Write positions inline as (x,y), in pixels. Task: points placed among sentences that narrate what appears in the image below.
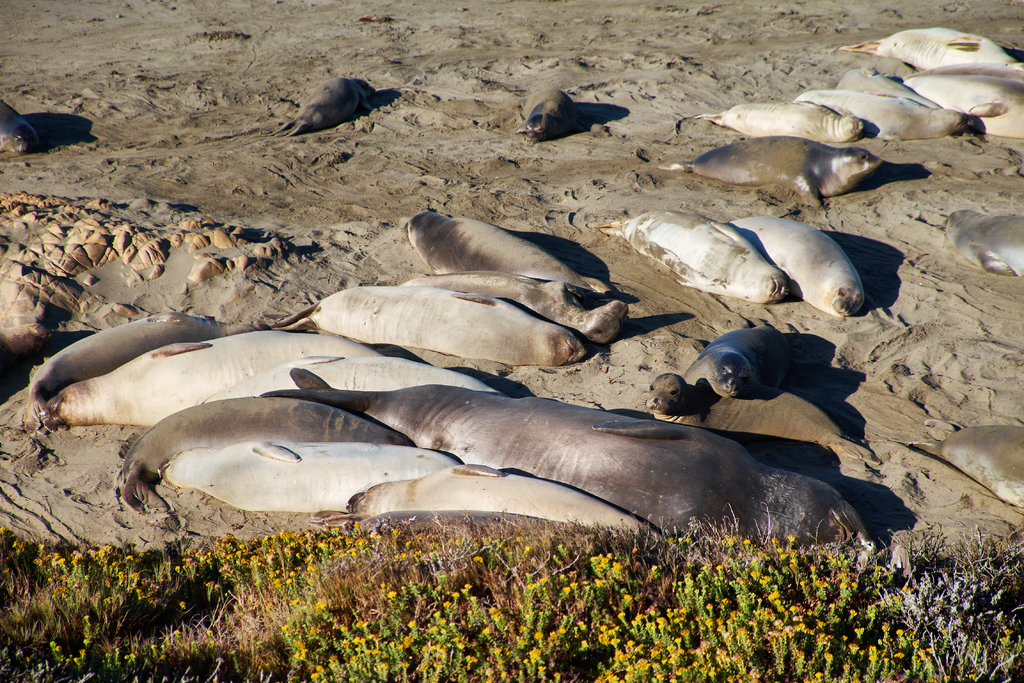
In the picture i can see some seals (515,327) which are on ground (295,223), there is sand (355,144) and in the foreground of the image (477,610) there are some plants (414,596), flowers (317,628).
